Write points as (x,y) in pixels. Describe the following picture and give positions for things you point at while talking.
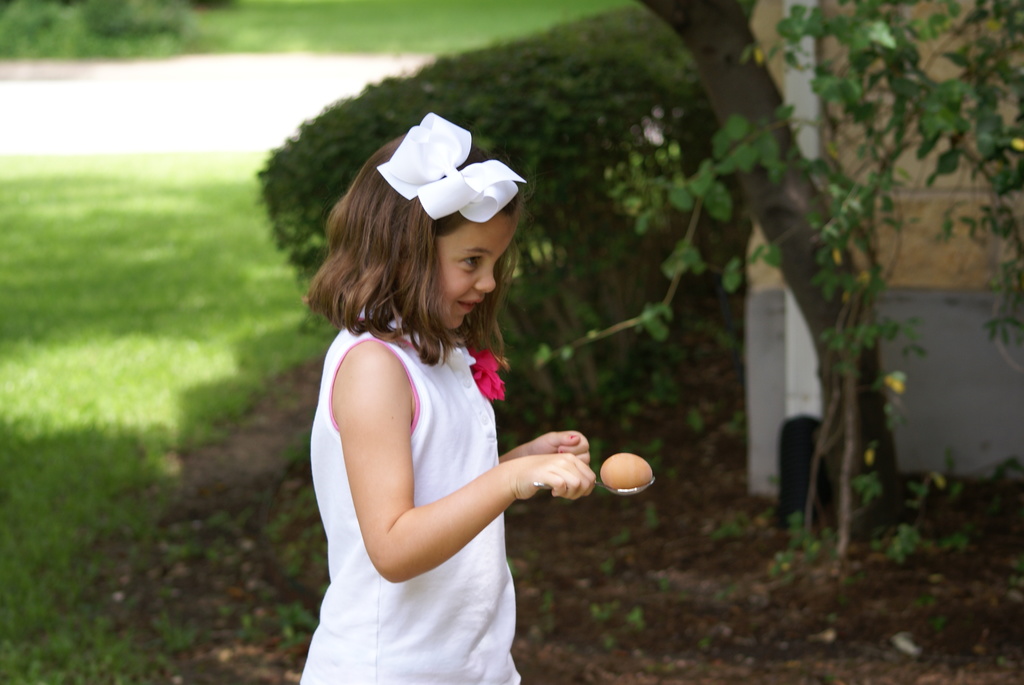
In this picture there is a girl (576,452) holding a spoon (618,490) with egg (605,480) and we can see grass (178,436), plants (522,382) and tree (882,374). In the background of the image (355,43) we can see grass (377,27) and plants (161,27).
